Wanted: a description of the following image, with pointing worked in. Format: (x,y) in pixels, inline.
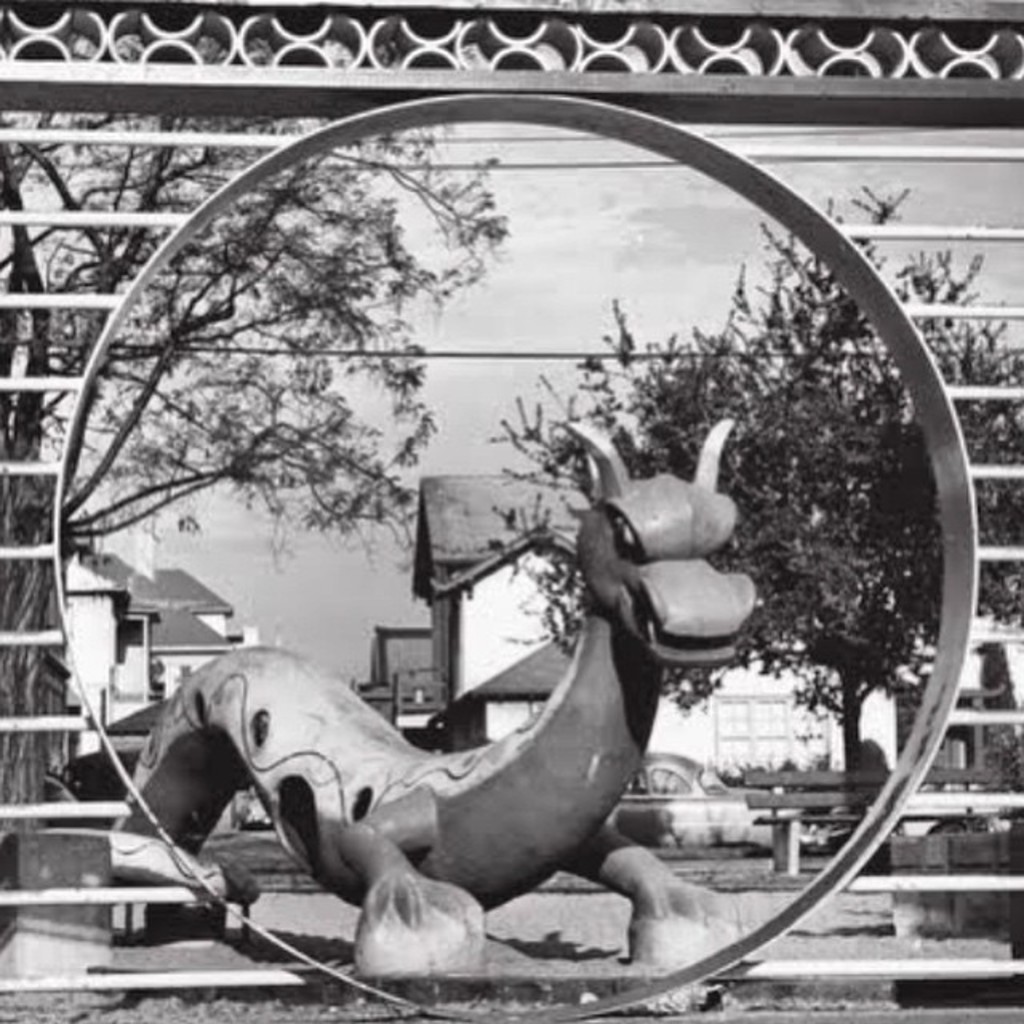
This is a black and white image, in this image there is a statue (456,837) of a dragon (547,795), in the background (196,602) there are trees (186,348) and houses (465,577).
